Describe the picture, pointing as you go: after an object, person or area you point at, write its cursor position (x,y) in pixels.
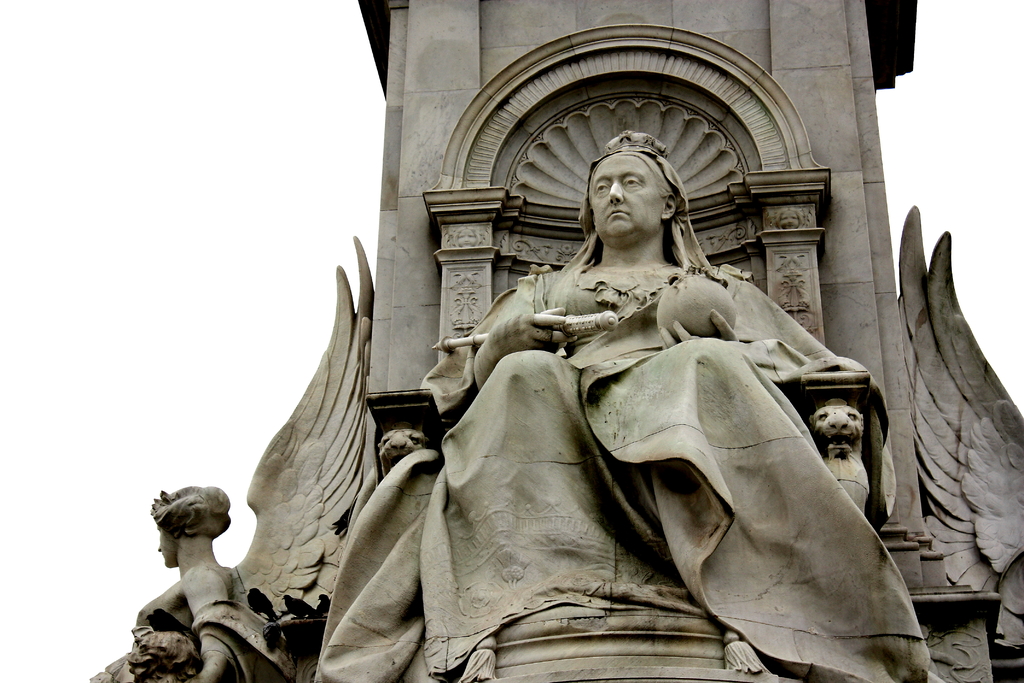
In this picture I can see sculptures (567,340) and I can see white color background (997,221).
